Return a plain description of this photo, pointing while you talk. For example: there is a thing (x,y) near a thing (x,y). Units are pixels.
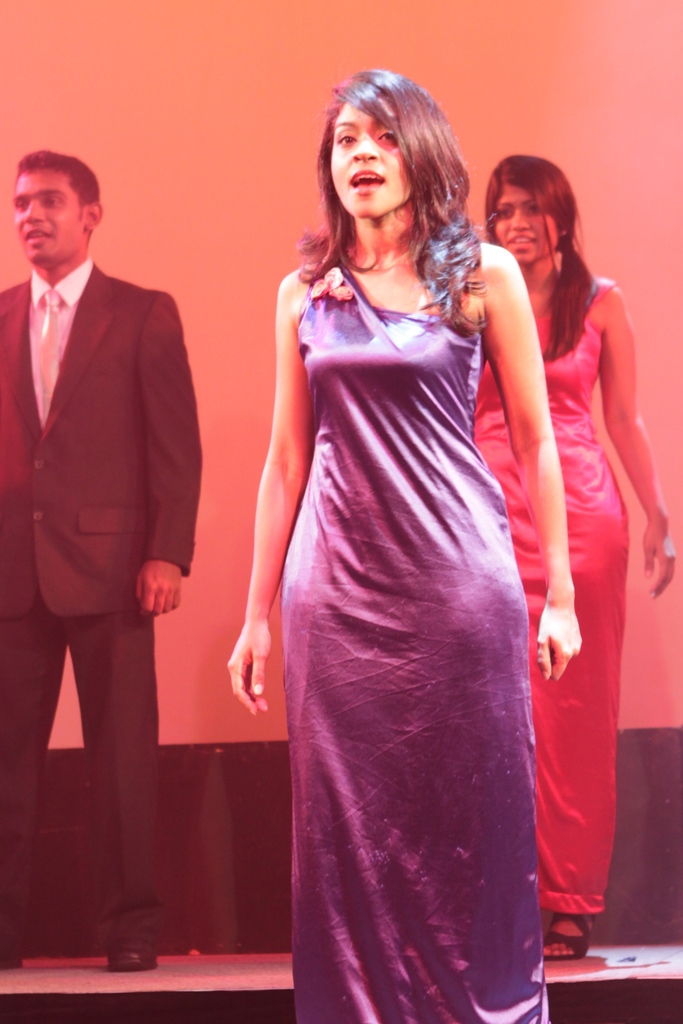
On the left side (104,347), there is a person (104,289) in a suit (110,281), smiling and standing on stage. On the right side (493,902), there are two women (620,553) in different color dresses (450,475), smiling and standing on the stage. One of them is singing. In the background (290,195), there is a surface (347,58).
